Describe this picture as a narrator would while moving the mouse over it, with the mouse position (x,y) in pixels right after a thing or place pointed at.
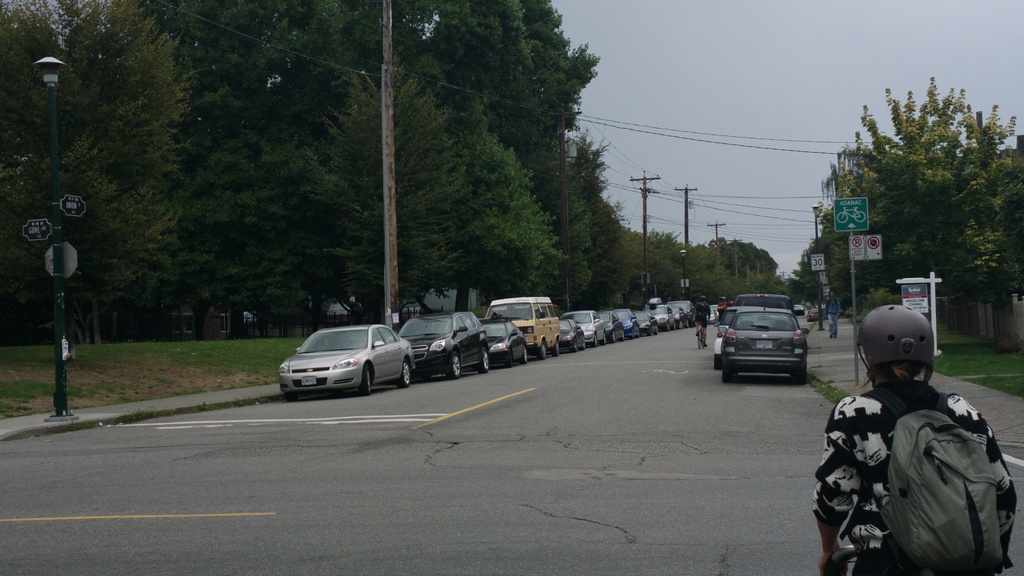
In the image there are cars (522,360) on either side of road (742,390) with a person (697,316) riding bicycle (698,332) in the middle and on either side of footpath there are trees (447,203) with electric poles (643,211) in front of them, on the right side (887,378) corner there is person (865,453) with helmet (888,344) and bag (877,397) standing and above its sky (761,71).
